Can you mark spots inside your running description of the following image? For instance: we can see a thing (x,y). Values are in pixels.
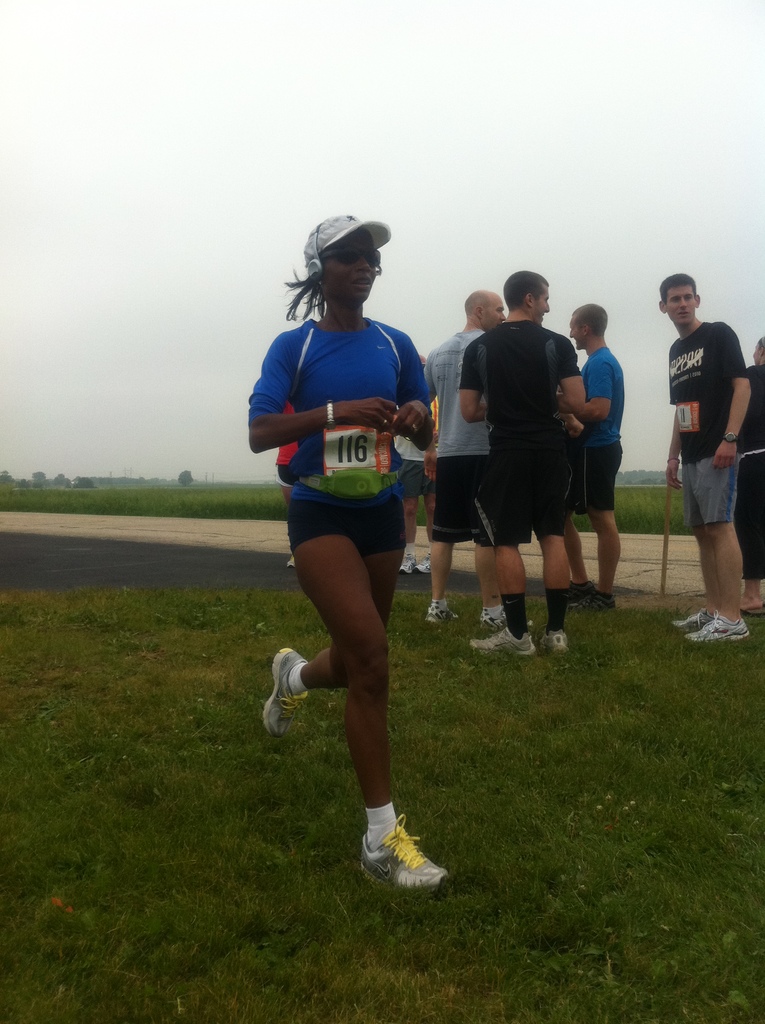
In this image I can see some grass (324,805), few persons (349,608) standing, the ground (230,533) and few trees (122,480). In the background (172,274) I can see the sky (368,160).
